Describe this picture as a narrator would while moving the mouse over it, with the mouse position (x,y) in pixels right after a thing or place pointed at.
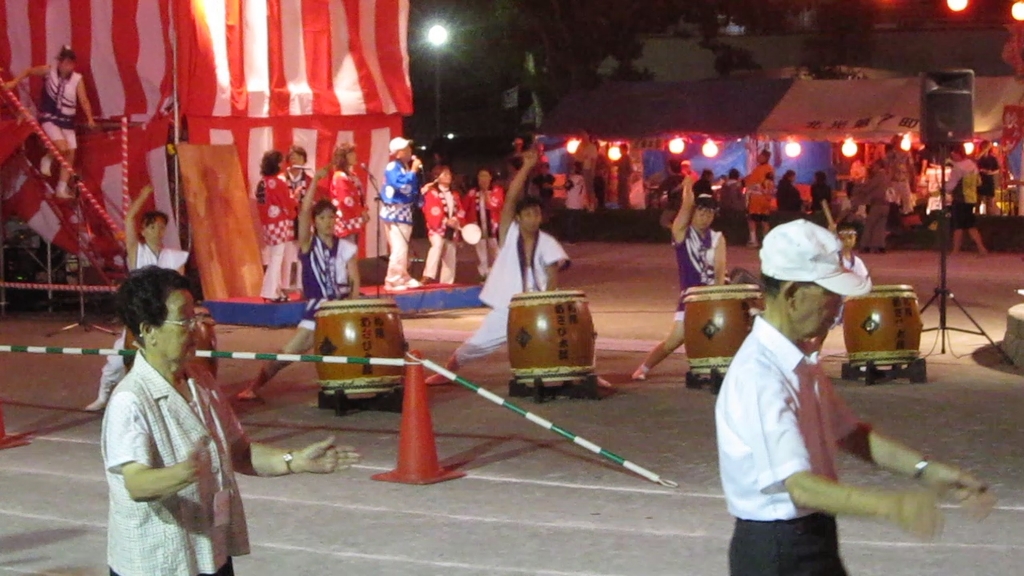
In this image I can see a five persons (321,255) playing a drums (400,327) on the road (494,441). At the back side (406,233) there are few persons (389,199) standing and holding a mic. At the back side (633,118) I can see a tent (853,109), building (780,58) and a trees (585,19). In front (816,498) two persons (775,499) are walking on the road (928,292). On the right side (953,135) there is a speaker (962,126).
